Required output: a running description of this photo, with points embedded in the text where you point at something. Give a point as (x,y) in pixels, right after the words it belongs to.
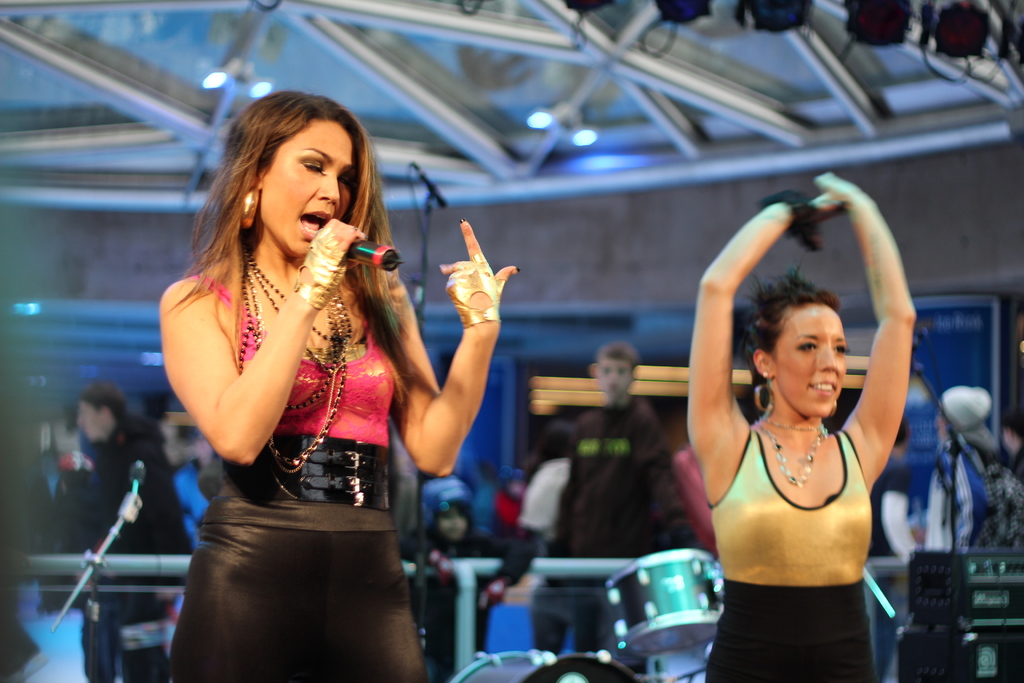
In this picture we can see a woman (354,268) holding mike (349,254) and talking and also we can see a woman (743,579) dancing beside, behind we can see some people (425,514) are standing and musical instruments (632,601) and also we can see lights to the roof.
